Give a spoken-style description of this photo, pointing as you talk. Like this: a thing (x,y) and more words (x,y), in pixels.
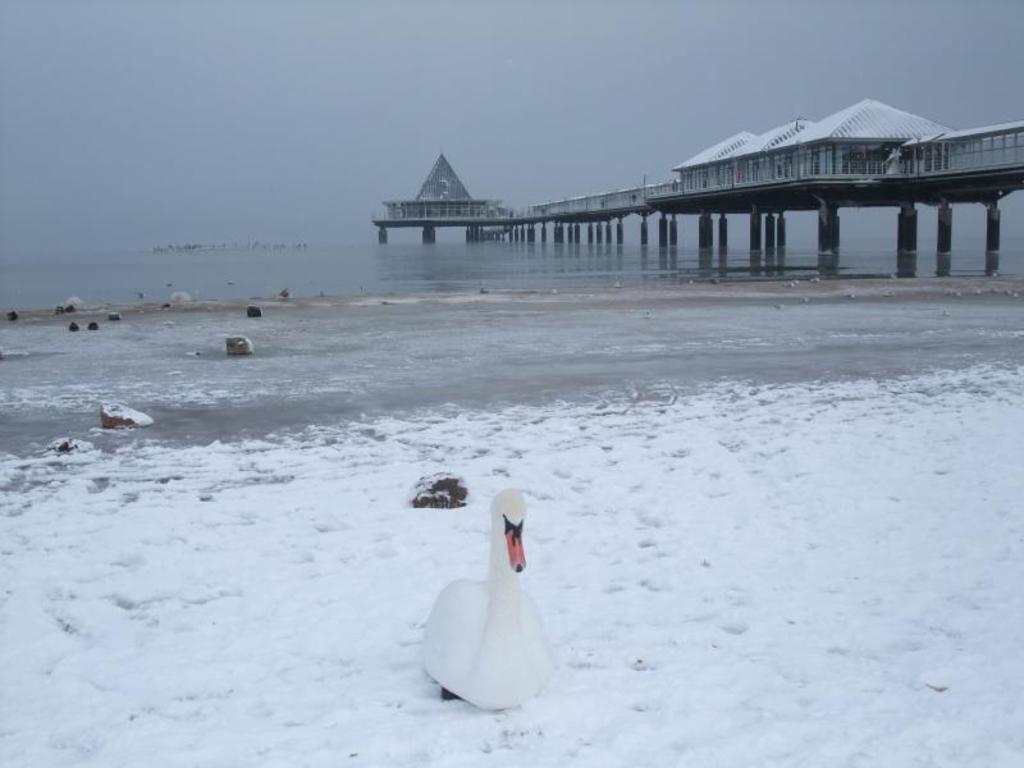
In this picture we can see a bird (498,647) in the front (498,653), at the bottom (630,620) there is snow (847,671), we can see water (263,292) in the background (282,254), on the left side (116,403) there are some stones (74,306), we can see a bridge (655,207) on the right side (820,206), there is the sky (359,93) at the top of the picture (319,85).
